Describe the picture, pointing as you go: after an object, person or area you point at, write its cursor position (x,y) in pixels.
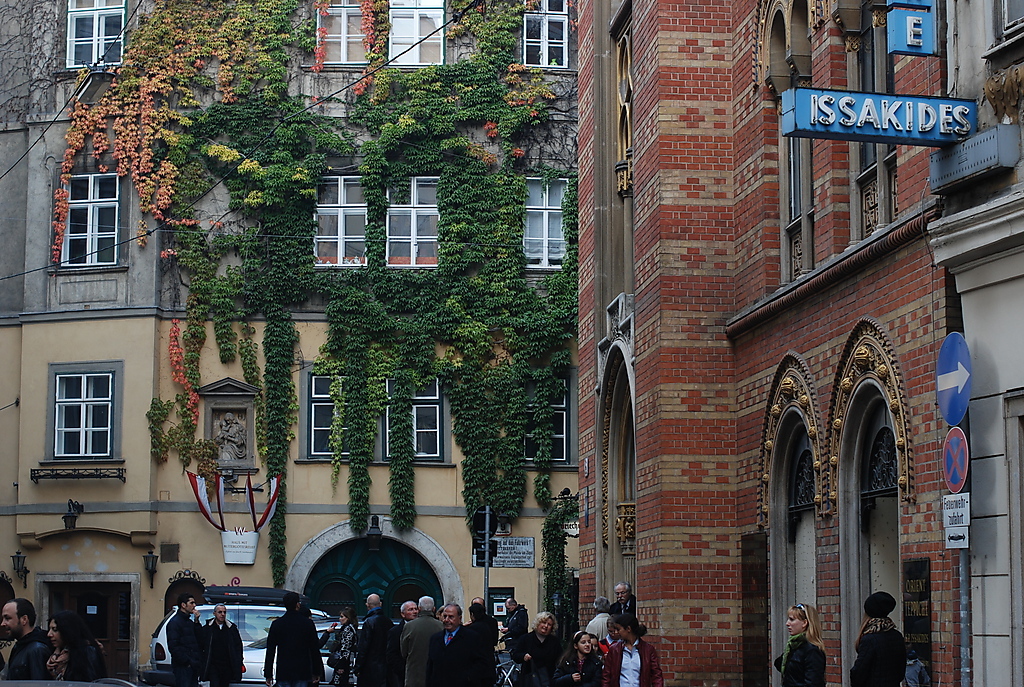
In this image, we can see buildings (768,279). There are climbing plants (519,308) on the building (436,471). There are some persons (307,680) wearing clothes (289,678) at the bottom of the image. There is a sign board (950,377) on the right side of the image (954,519).
